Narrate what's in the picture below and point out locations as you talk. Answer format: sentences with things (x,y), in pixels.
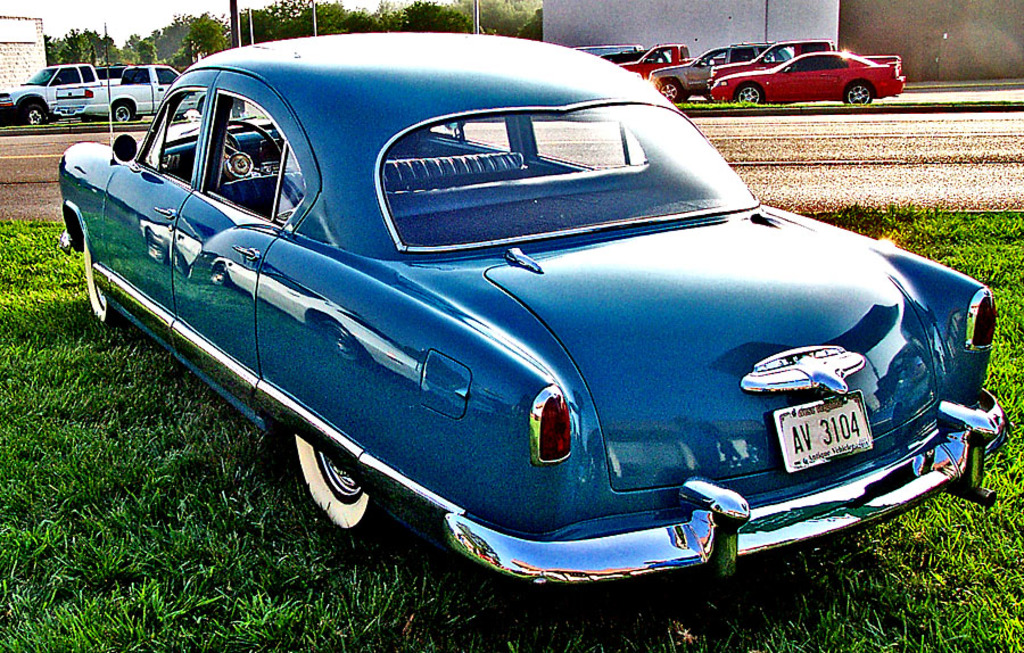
In this image I can see some grass (175,524) on the ground (155,490) and a car (319,342) which is blue in color on the ground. In the background (799,144) I can see the road (831,149), few vehicles (678,49) on the road (815,144), few trees (135,59), few buildings (599,5) and the sky (169,1).
